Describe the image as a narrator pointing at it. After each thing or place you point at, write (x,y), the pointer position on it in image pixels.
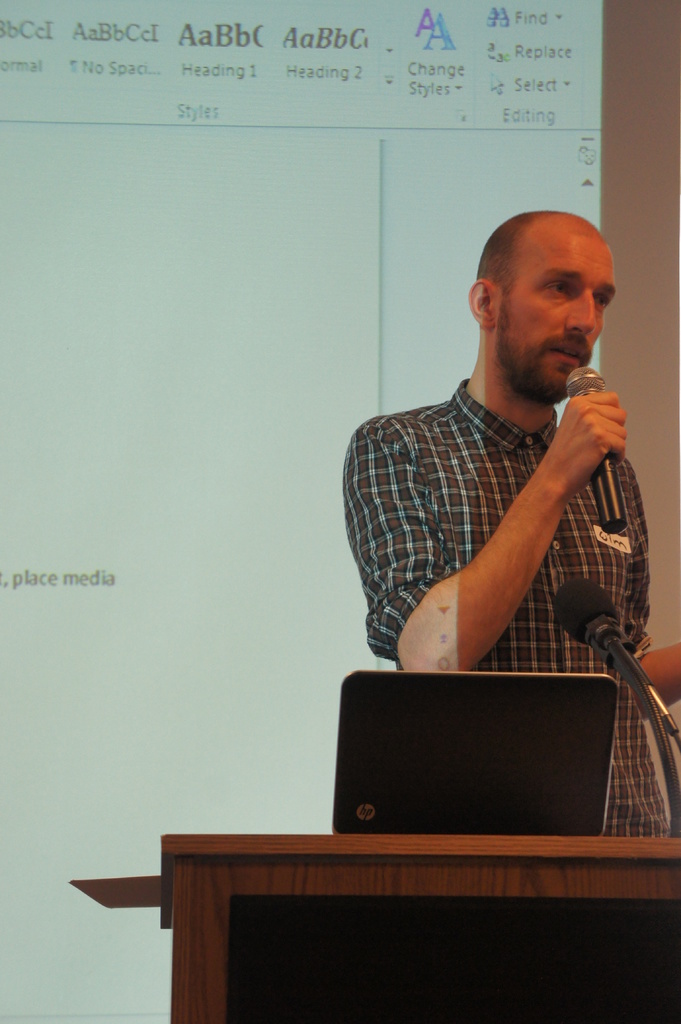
To the right side (484,466) there is a man (468,488) with black checks shirt (470,479) is standing and holding a mic (571,379) in his hand (587,472) and he is speaking. In front of him there is a table (578,859) with laptop (536,770) and mic (613,646) on it. Behind him there is a screen (166,423).
